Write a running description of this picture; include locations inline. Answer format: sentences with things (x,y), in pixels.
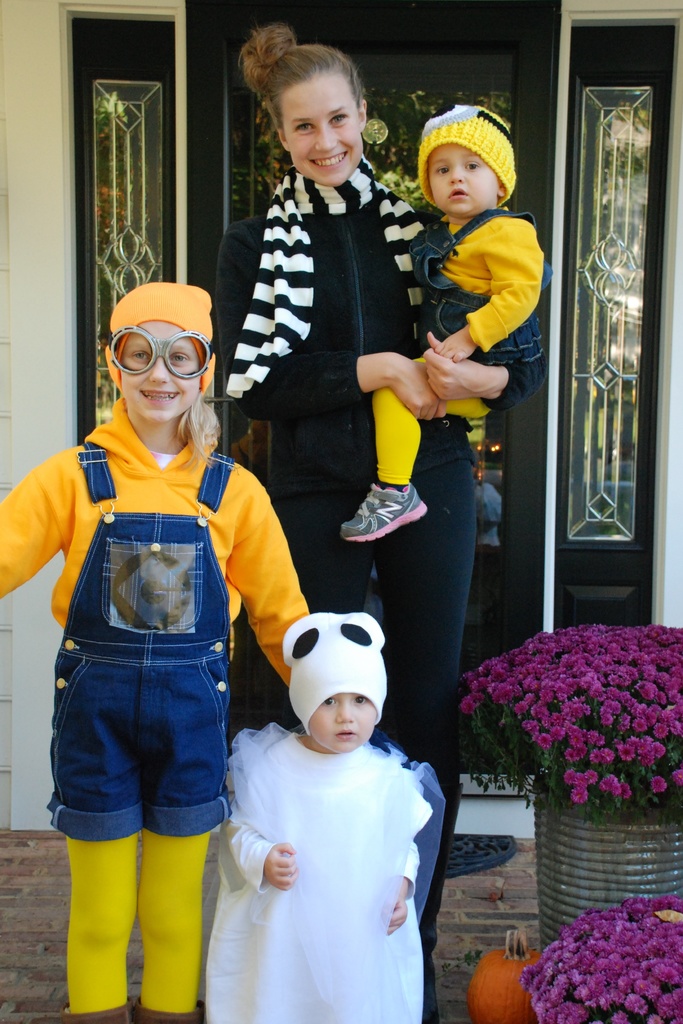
In this image, we can see a woman (262,374) standing and she is holding a kid (486,262), there are two kid (157,665) standing and there are some flowers (624,718), in the background (529,21) there is a door (311,11).
